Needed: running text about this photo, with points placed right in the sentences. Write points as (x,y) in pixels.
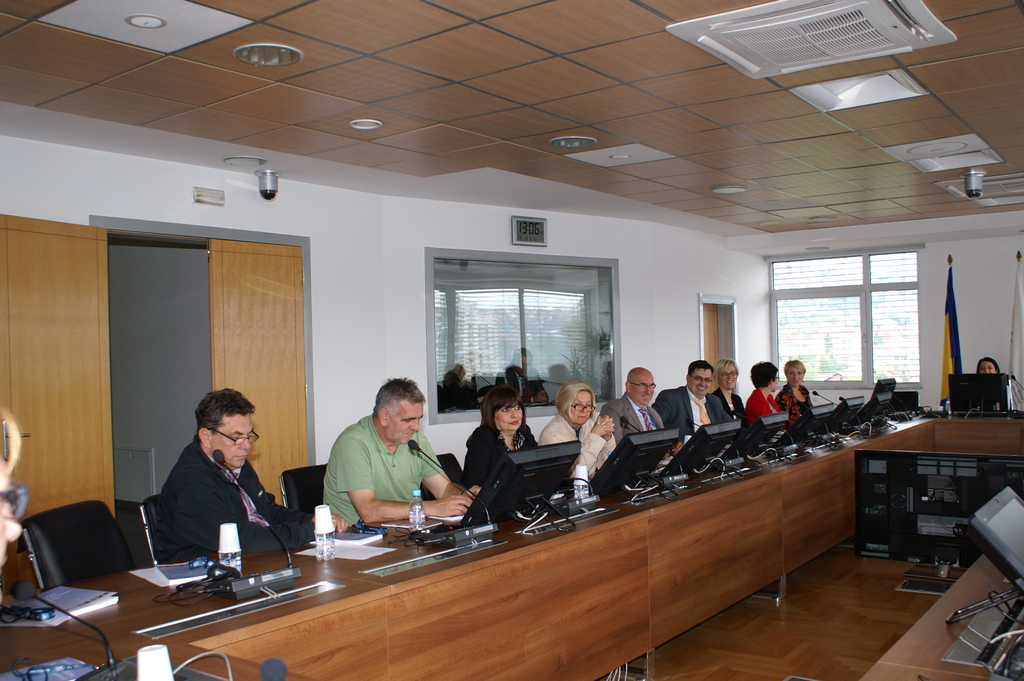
In this Image I see number of people (7,477) who are sitting on chairs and there are tables (761,468) in front of them on which there are monitors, mics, bottles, books (178,572) and other things (212,559). In the background (74,345) I see the door (34,257), window (459,310), flags (949,280) and the ceiling (981,3).
